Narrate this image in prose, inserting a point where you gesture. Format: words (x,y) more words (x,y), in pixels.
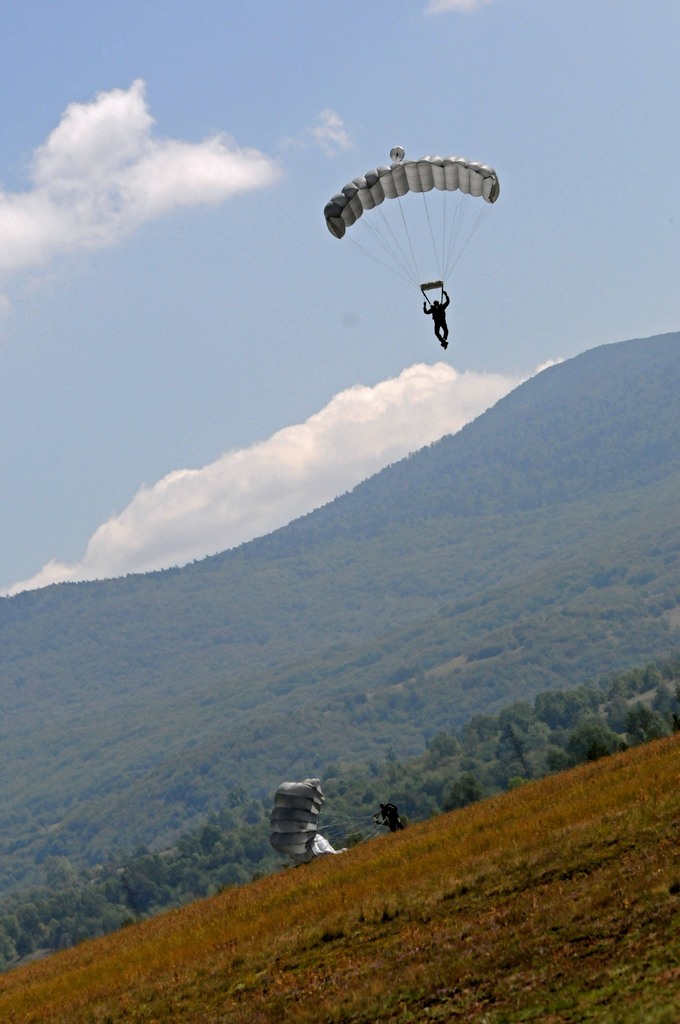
In the center of the image (336,649) we can see hills (452,664), trees (321,715), parachute (311,840) and person (391,812) are there. At the top of the image (211,191) we can see parachute (458,179), man (430,309), clouds (175,146) are present in the sky (174,60). At the bottom of the image (389,898) ground (387,886) is there.
